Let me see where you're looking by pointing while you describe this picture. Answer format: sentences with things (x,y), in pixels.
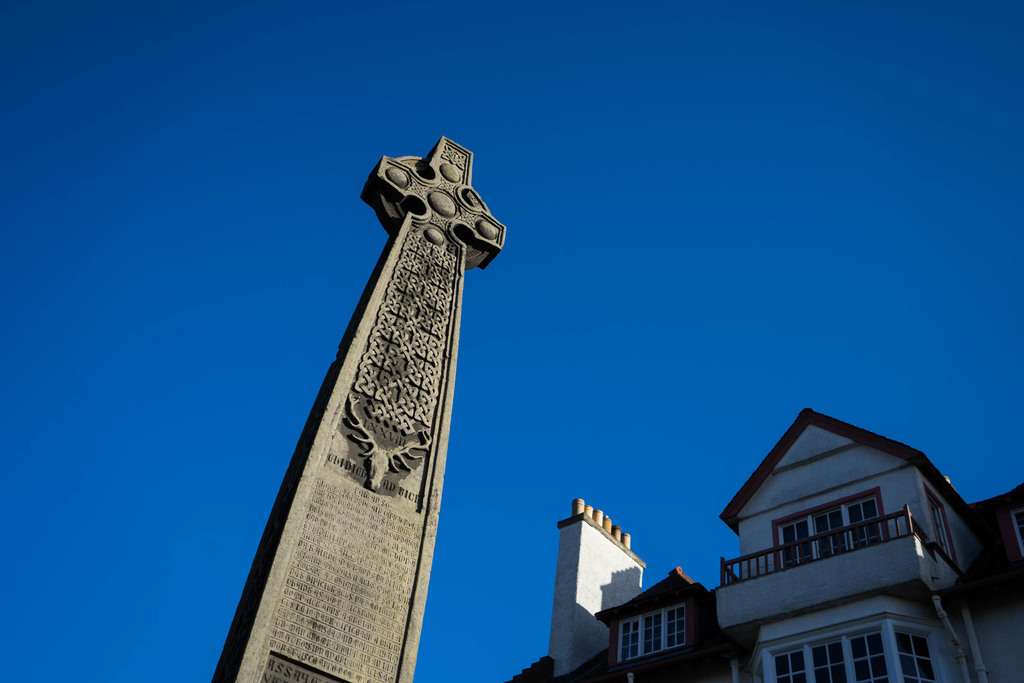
On the bottom right side (739,586) there is a building (687,618), in front of the building (574,608) there is a rock structure (405,466) with some images (370,471) and text (328,643). In the background (676,227) there the sky (706,188).
